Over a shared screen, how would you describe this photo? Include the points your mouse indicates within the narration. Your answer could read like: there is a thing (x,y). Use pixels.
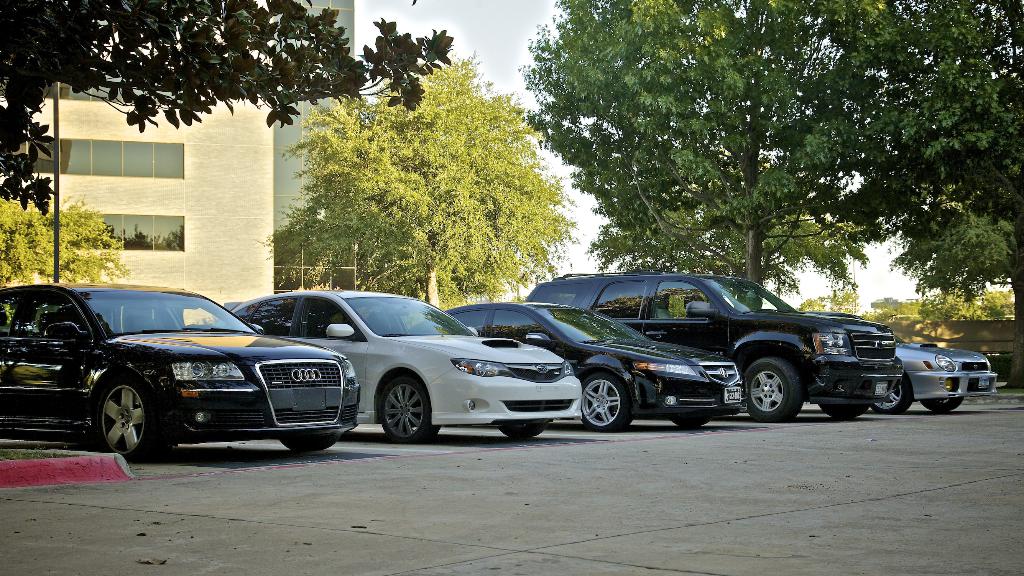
In this picture we can see vehicles (875,365) on the road (478,455), pole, building (206,182), trees (466,303) and in the background (498,86) we can see the sky (495,90).
